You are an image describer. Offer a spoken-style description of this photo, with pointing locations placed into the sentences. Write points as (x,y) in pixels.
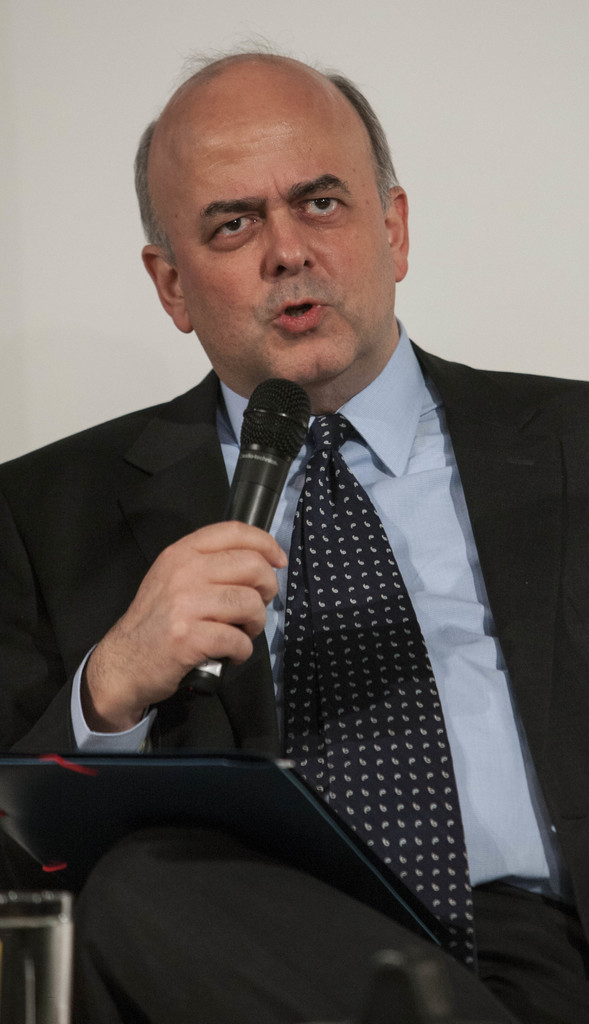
In this picture we can see a man (237,433) wearing a black suit (268,661) sitting in front (176,557) and giving a speech in the microphone (262,507). Behind there is a white background (576,181).
